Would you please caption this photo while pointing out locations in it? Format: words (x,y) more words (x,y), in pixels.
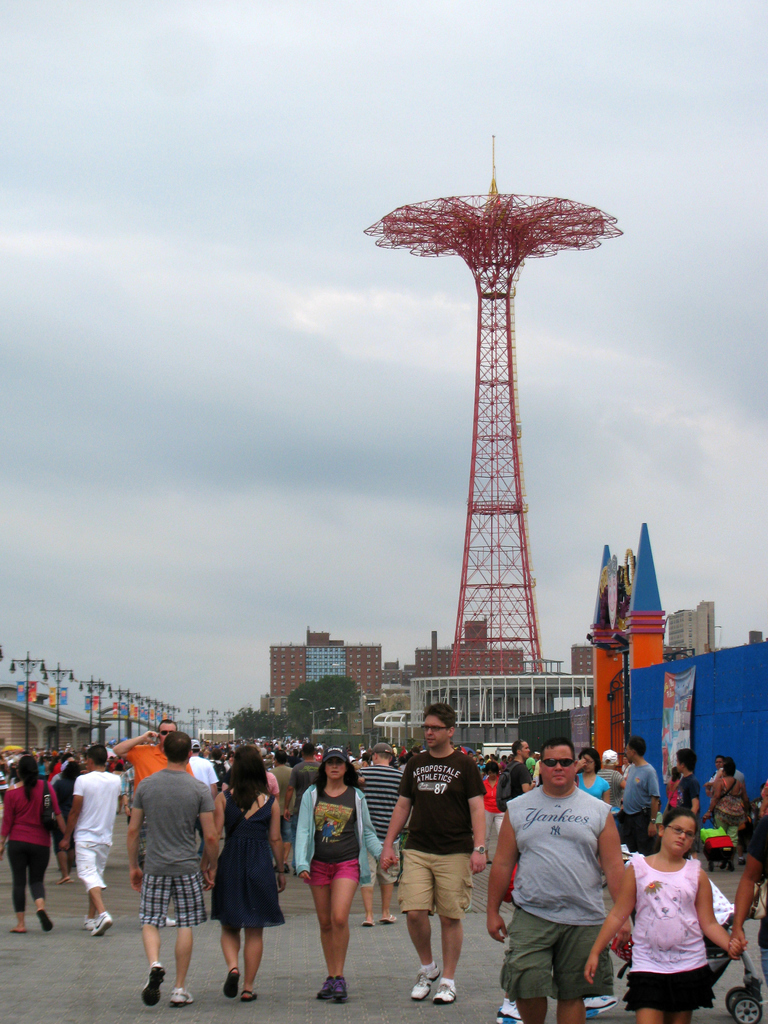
In this image we can see, there are many people (664,912) walking around and in the middle (278,654) there are some buildings (490,664), and on the right side (622,232) there is a tower (487,428), and the background (463,385) is the sky (577,322).
